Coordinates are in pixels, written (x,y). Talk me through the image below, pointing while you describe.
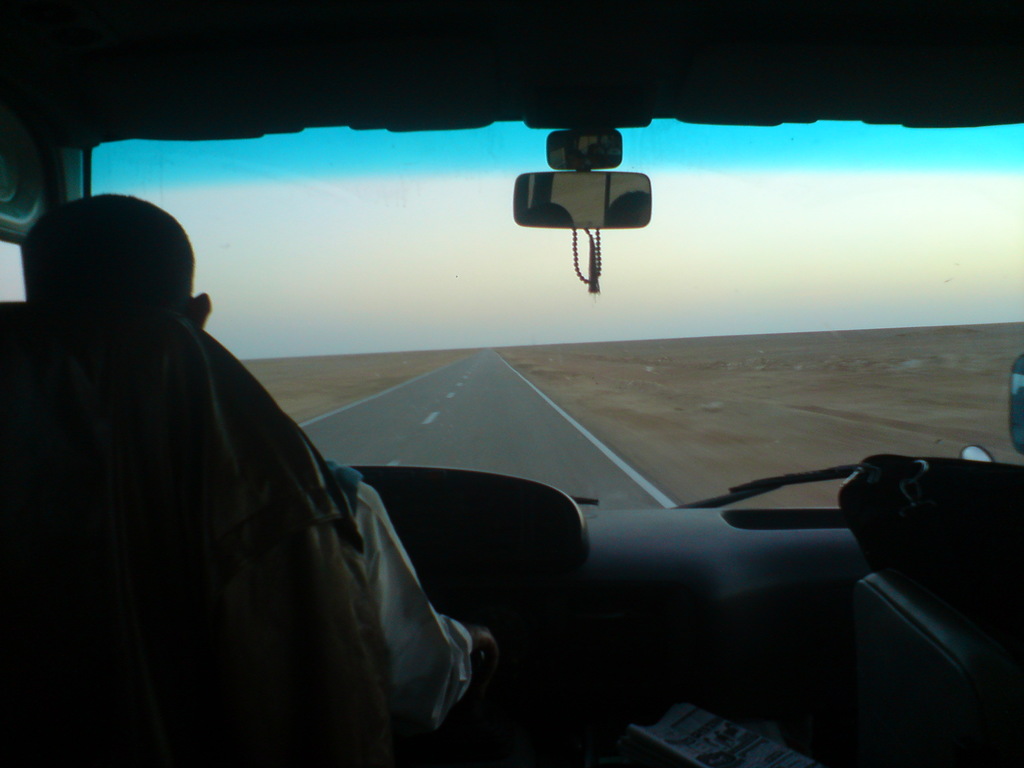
This is an inside view of a vehicle (160,711), on the left side (104,297), we can see a man (405,654) driving the vehicle (543,657). In the background (498,442), we can see the road (507,431) and at the top (798,234) we can see the sky (817,169).
